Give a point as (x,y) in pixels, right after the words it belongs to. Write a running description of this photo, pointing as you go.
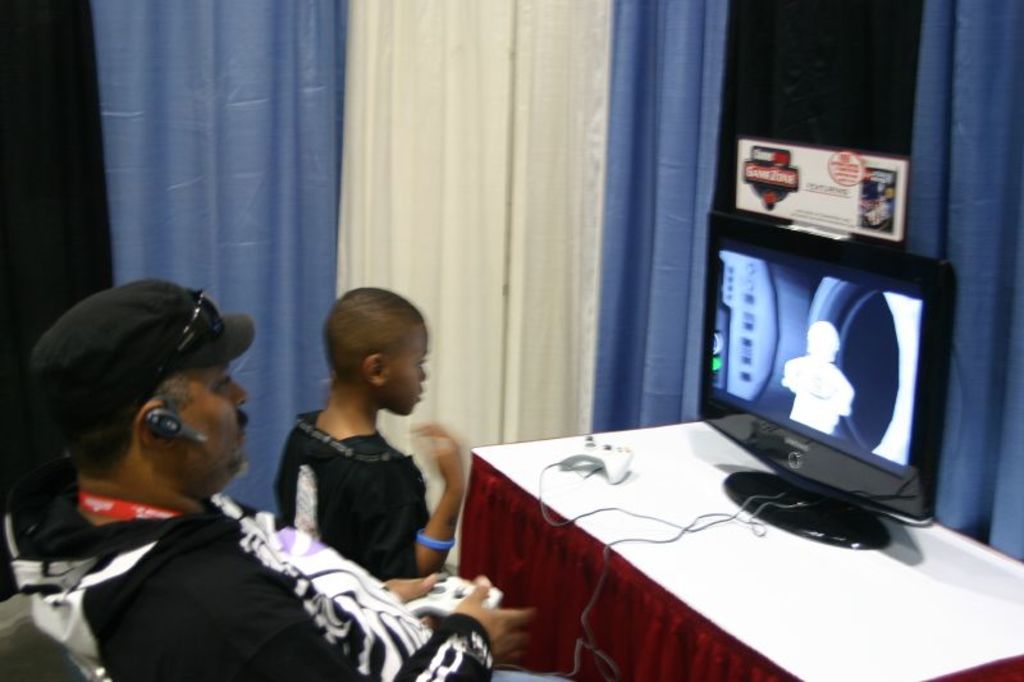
This person (370,381) is standing and this person (297,616) is sitting. This person (187,557) wore cap (89,317), goggles (184,337) and black jacket (219,614). On a table (828,585) there is a monitor (826,474) and remote (611,454). Curtains (647,217) are in blue and white color.
